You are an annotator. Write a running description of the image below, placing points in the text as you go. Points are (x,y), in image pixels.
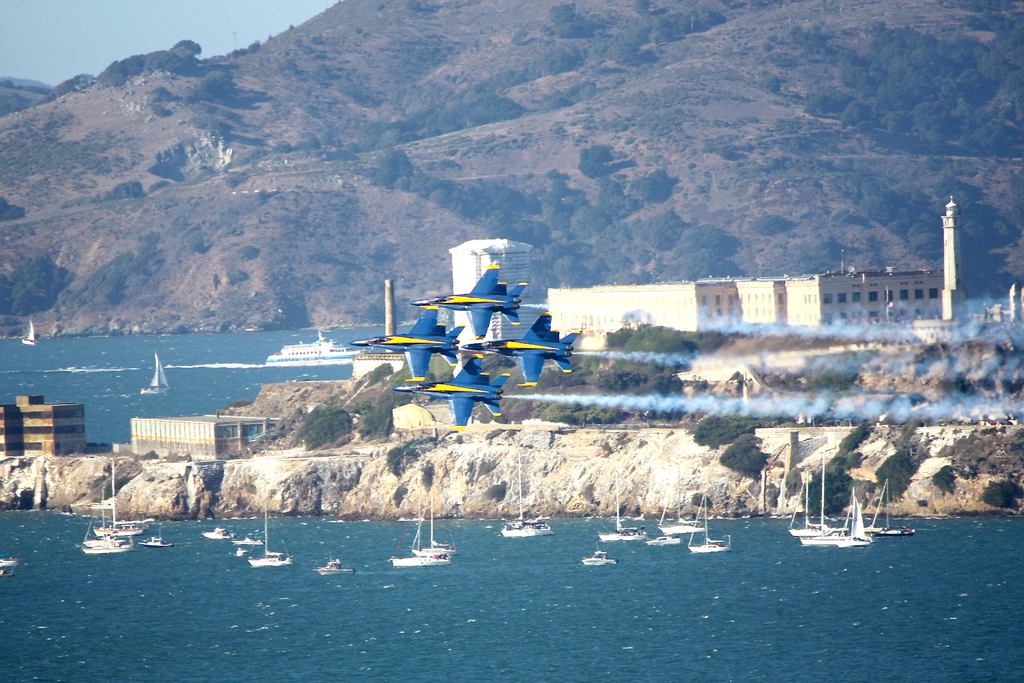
In this picture we seeing 4 fighter plane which are moving simultaneously and at the background (509,233) we are seeing beautiful mountain (257,173) and there are many ship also near the sea (616,597).
